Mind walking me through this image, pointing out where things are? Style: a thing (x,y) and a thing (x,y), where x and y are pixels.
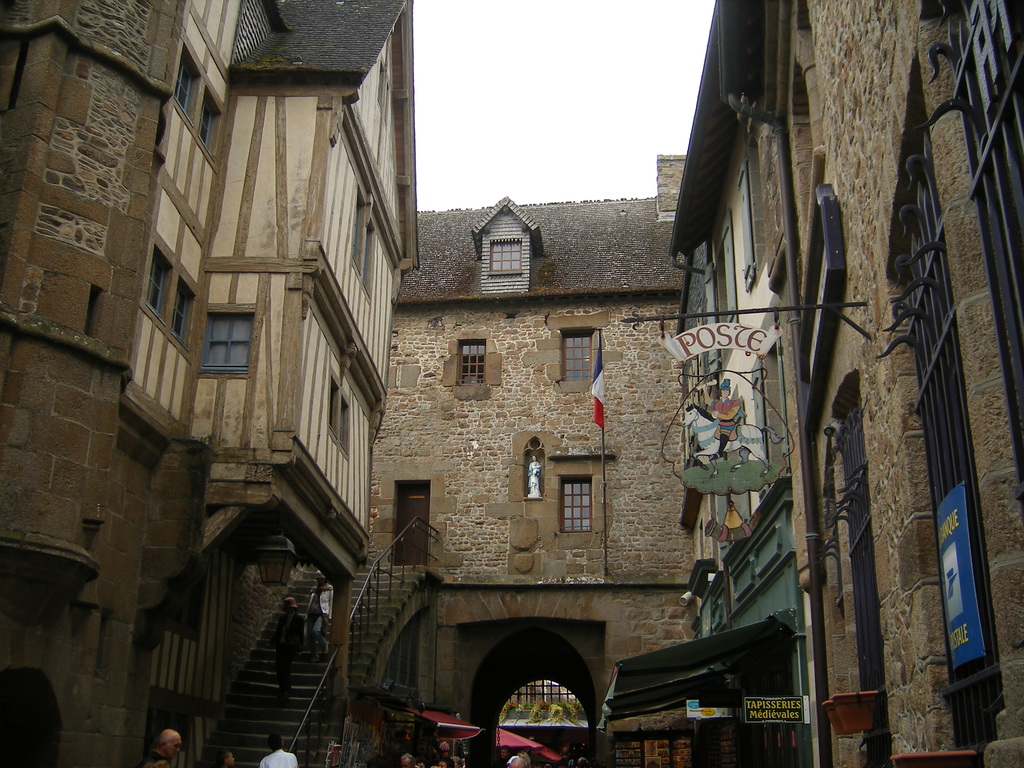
Here we can see buildings (291,303), boards (954,575), grills (873,653), tents (407,705), steps (278,650), door (407,531), windows (574,482), statue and people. Background (518,106) we can see the sky (504,108).
